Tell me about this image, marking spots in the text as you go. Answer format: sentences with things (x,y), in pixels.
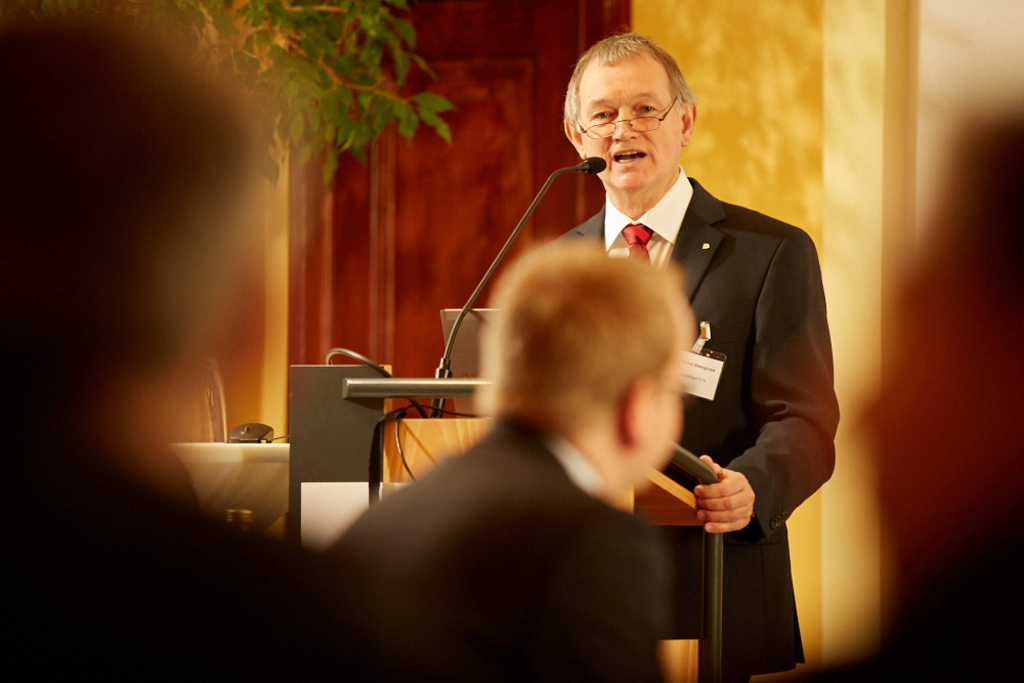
In this picture we can see some people (263,552) are sitting and a man (743,347) in the black blazer (735,285) is standing behind the podium (700,476) and on the podium (413,433) there is a microphone (503,257) and it looks like a laptop (467,337). On the left side of the podium (432,381) there are cables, a mouse (257,430) and a houseplant (302,14). Behind the person (682,222) there is a wall (727,139).
